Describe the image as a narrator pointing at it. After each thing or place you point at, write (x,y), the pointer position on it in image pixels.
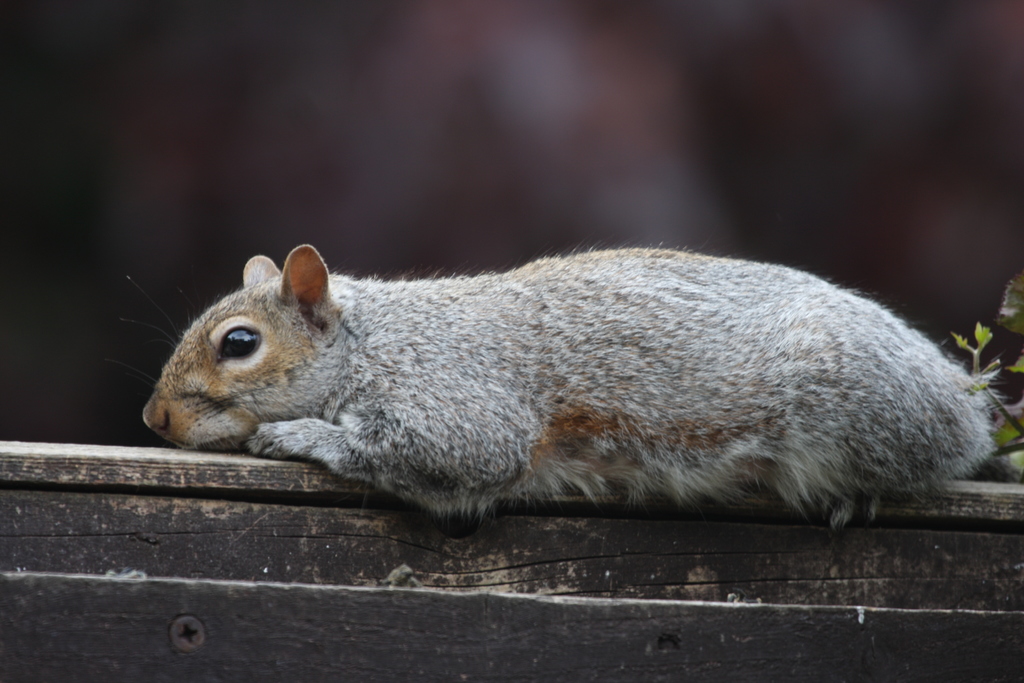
This is animal (568,423), this is plant (995,396), this is wooden object (538,585).
